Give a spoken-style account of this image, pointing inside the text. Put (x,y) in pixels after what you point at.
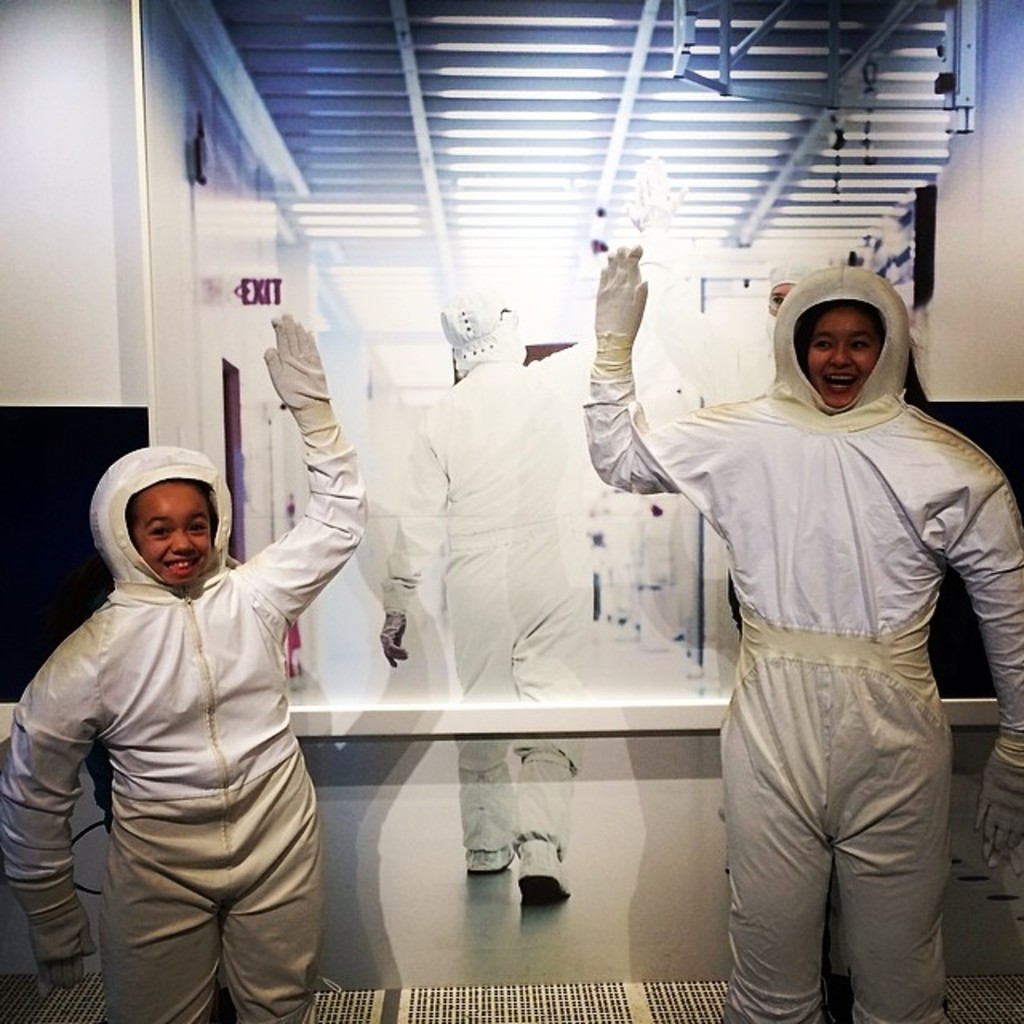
In this image I can see few people (869,757) standing and they are wearing white color dresses (809,731). In the background (527,336) I can see the glass wall (462,641), few lights (579,134) and I can also see the wall (81,219) in white color.
